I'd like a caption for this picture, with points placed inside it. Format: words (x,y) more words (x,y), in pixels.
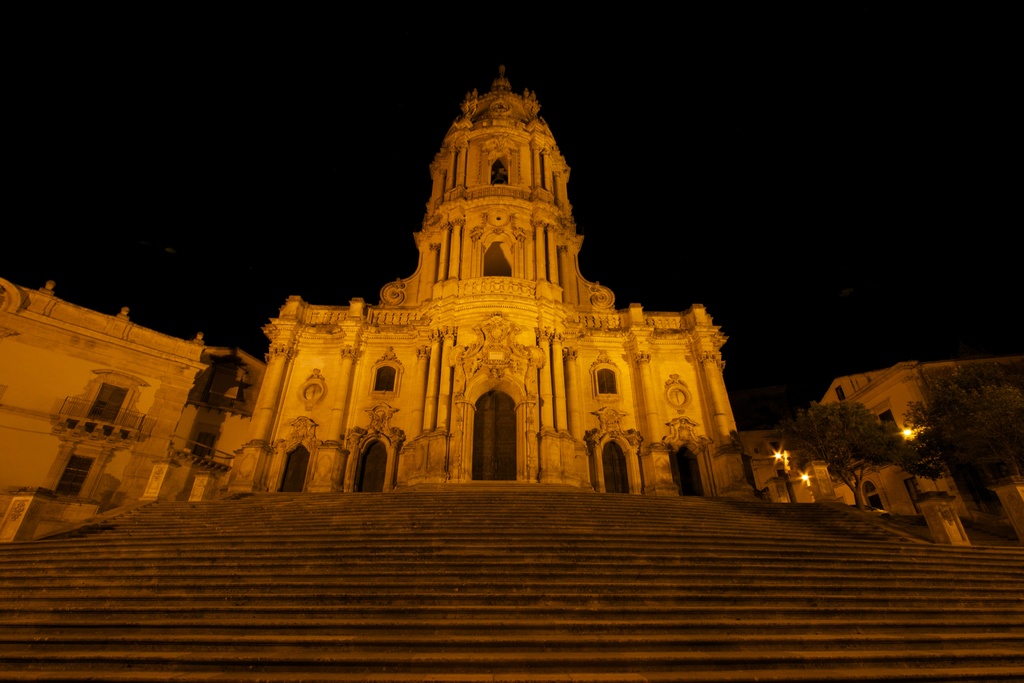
In this image we can see a building (661,462), steps (681,533), trees (808,420), and lights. In the background (915,79) there is sky (804,310).
